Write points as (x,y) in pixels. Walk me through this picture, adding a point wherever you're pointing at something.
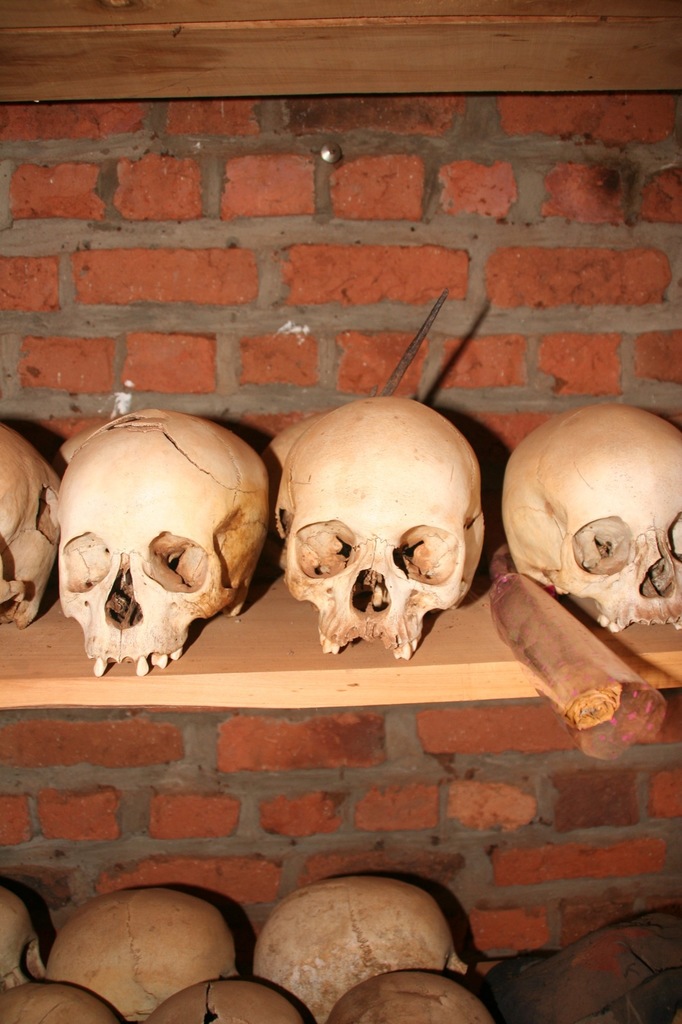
In this image I can see few skulls (413,649). They are on the wooden shelf (350,683). I can see a brick wall (325,294) which is in brown and ash color.
